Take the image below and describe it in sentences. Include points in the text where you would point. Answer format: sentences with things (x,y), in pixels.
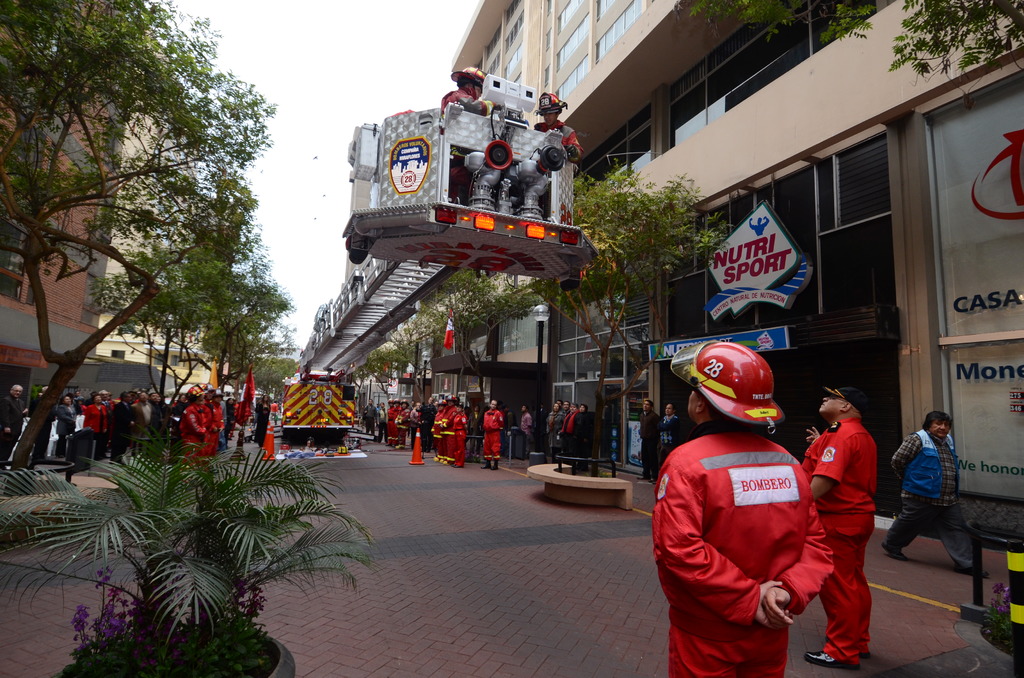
This image consists of many persons (116,437) standing on the road (406,504). They are wearing uniform (813,511). At the bottom (403,609), there is ground (437,638). To the left (25,173), there is a tree (231,256). To the right (831,206), there are buildings (723,157).
